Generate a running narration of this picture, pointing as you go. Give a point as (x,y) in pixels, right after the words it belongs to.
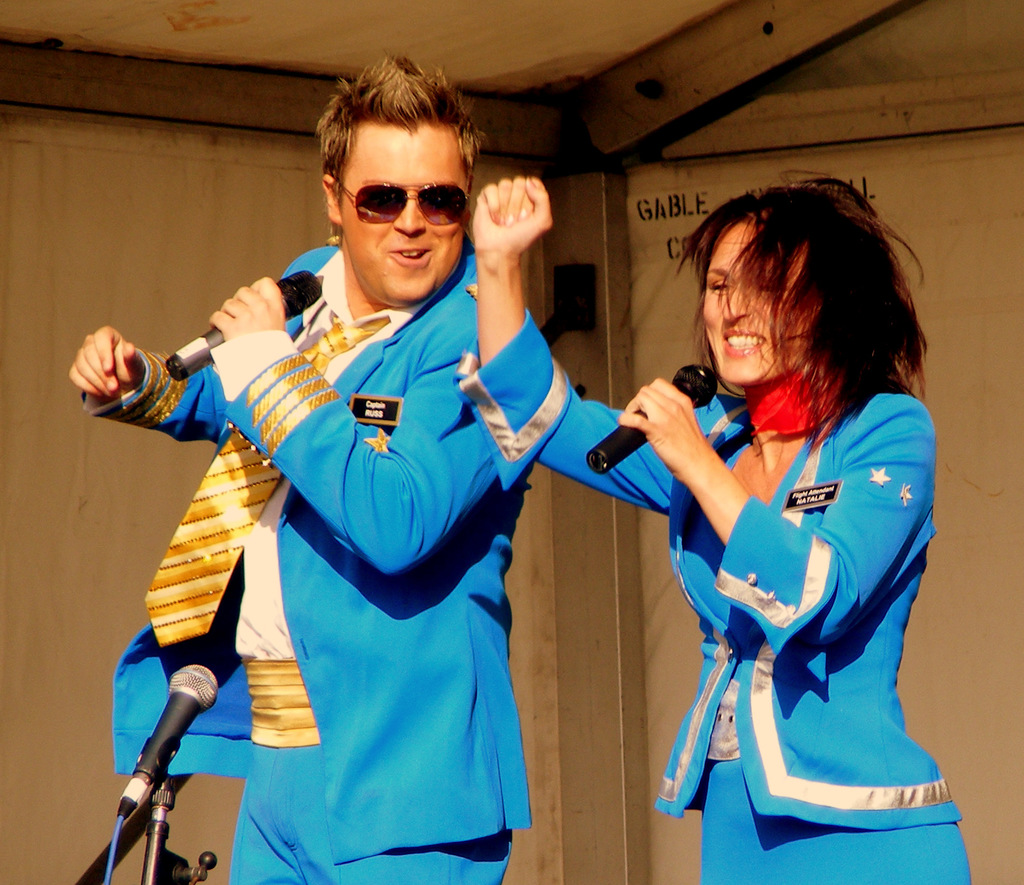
In this picture there are two members (385,559), one is man (373,495) and the other is a woman (750,606). Both of them are holding mics (644,442) in their hands (264,307). Man (352,392) is wearing spectacles (371,214). Both of them were smiling. In a background (938,578) there is a wall (88,306) here.
